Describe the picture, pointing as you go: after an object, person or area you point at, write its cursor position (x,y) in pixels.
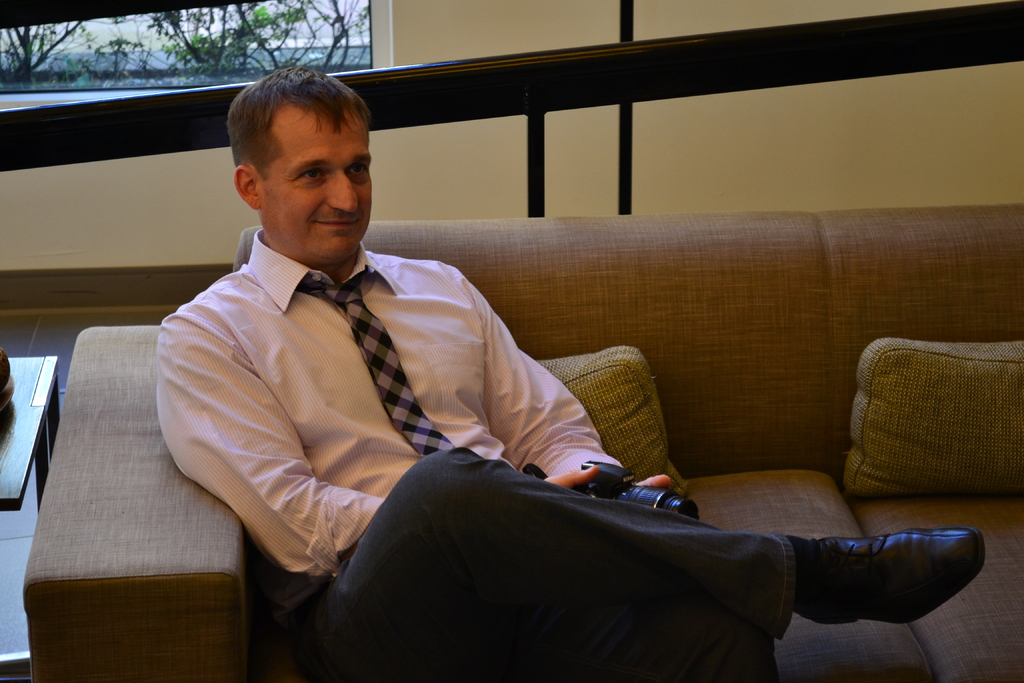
In this image we can see a person (497,471) holding the camera (628,495) and sitting on the sofa (836,364). We can also see the cushions (1016,371), a table (19,430), floor (61,368) and also the wall (571,24). We can also see the plants (77,74) through the window (175,70).
